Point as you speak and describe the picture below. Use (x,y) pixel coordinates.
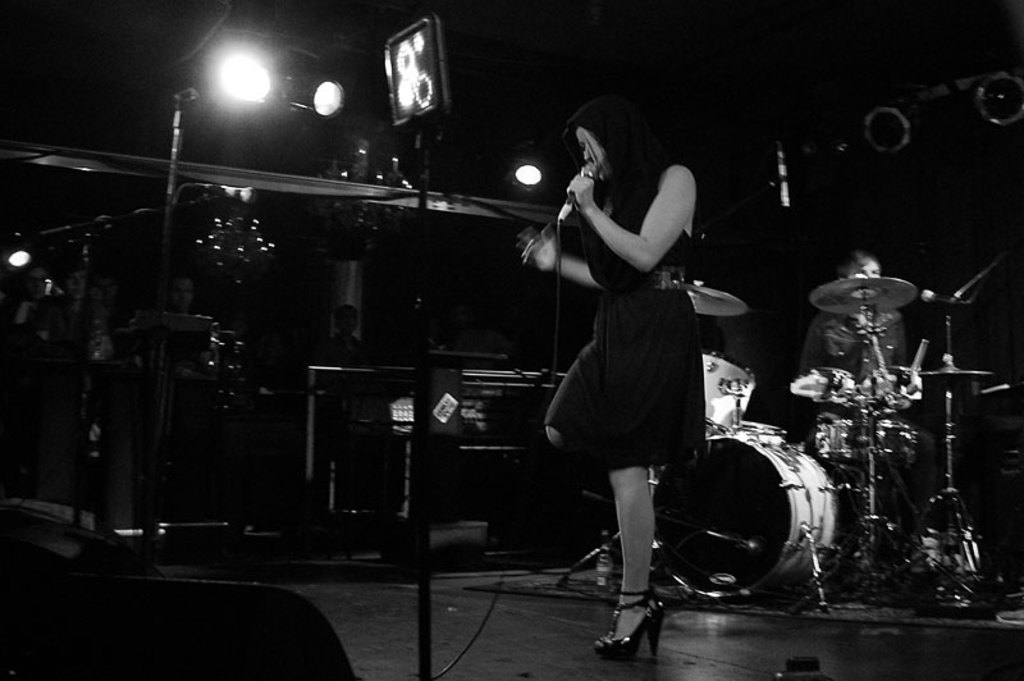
In the image in the center (658,351) there is a lady (617,314) holding microphone (593,172). she is singing, and back of her they were several musical instruments (842,379) playing by musicians (814,333). And the left corner (38,306) they were audience (70,295) were watching over it.
